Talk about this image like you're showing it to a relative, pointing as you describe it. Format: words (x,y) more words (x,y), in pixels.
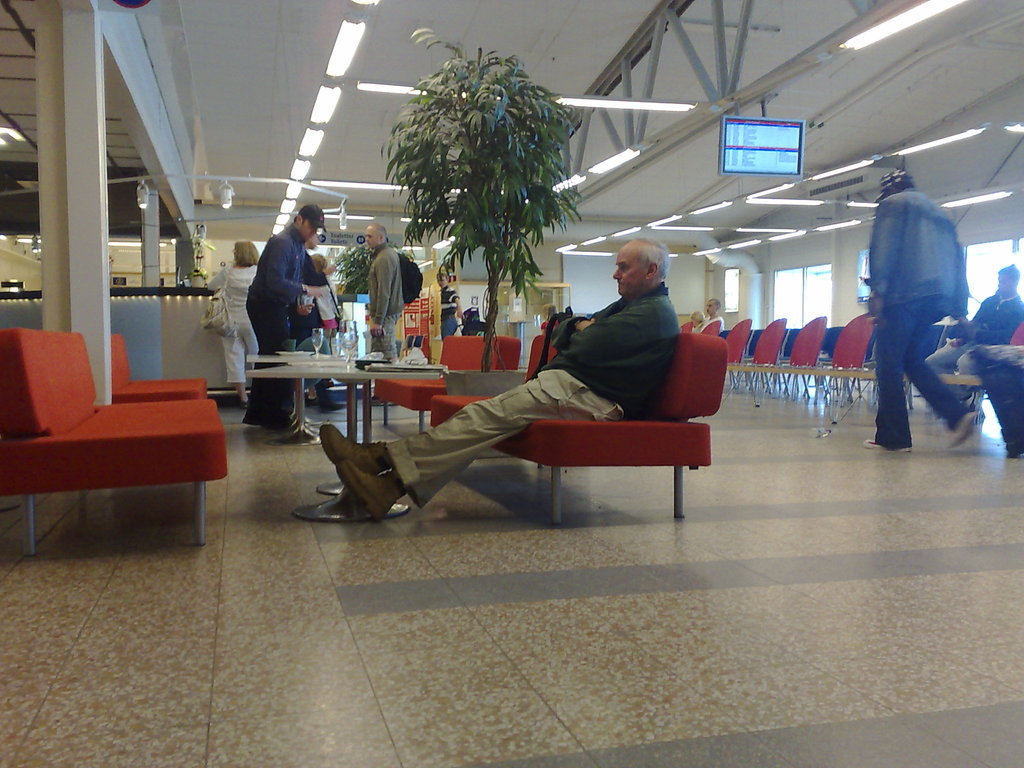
In this image I can see some chairs (827,356) on the floor (808,589), some people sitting in the chair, some people (391,294) walking, standing, a potted plant (495,333), a screen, false ceiling (635,76) with some poles (694,47) and lights (720,205), pillar (92,205) on the left hand side (74,209), some tables (312,355) with wine glasses (346,345).
